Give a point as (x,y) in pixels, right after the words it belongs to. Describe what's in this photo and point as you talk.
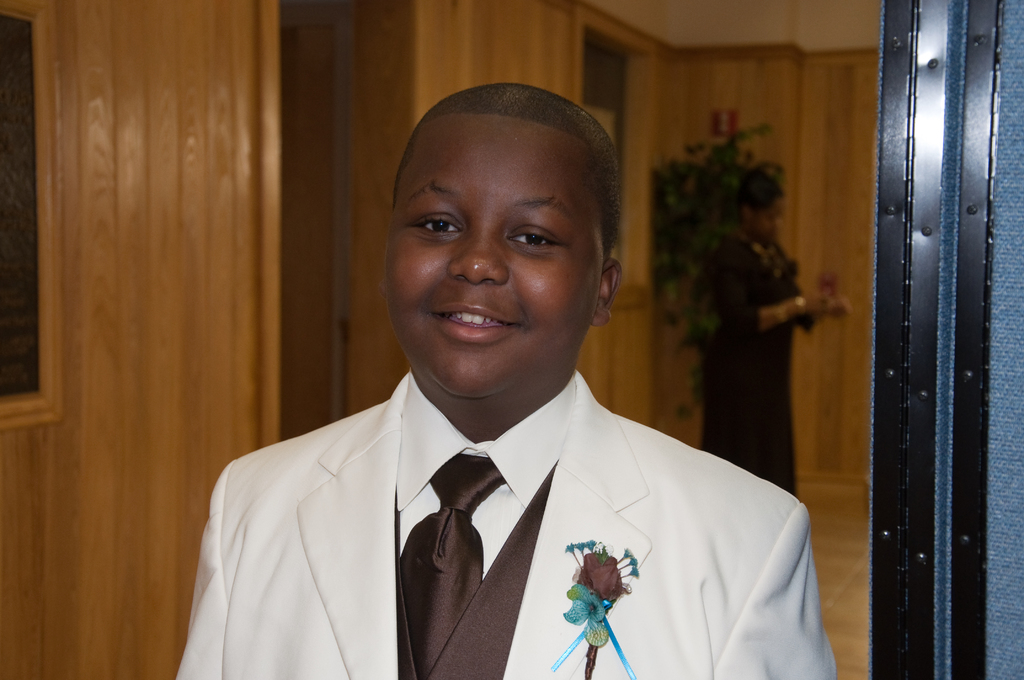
Here we can see a person (405,406). He is smiling and he is in a suit (505,631). In the background (861,505) we can see a person (762,168) standing on the floor (838,551) and this is wall (830,228).
